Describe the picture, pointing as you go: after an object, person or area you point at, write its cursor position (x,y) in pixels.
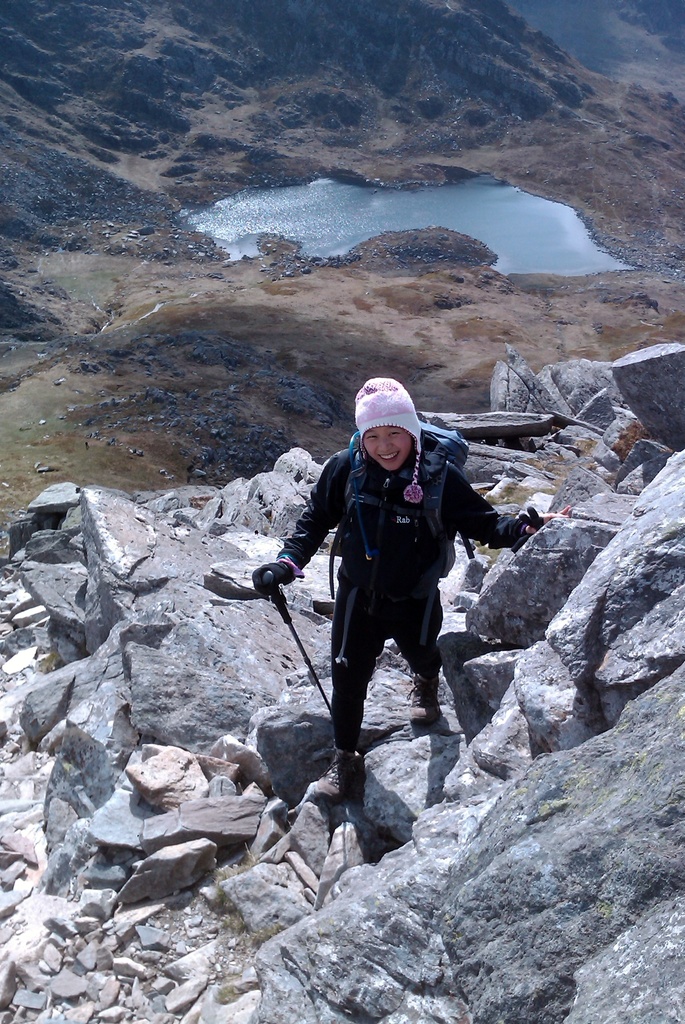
In the picture I can see a woman (402,429) standing on the rock (291,698) and she is holding the stick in her right hand (272,591). She is carrying a bag (429,462) and there is a smile on her face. In the background (460,238), I can see the water (495,229) and hills (296,97).
